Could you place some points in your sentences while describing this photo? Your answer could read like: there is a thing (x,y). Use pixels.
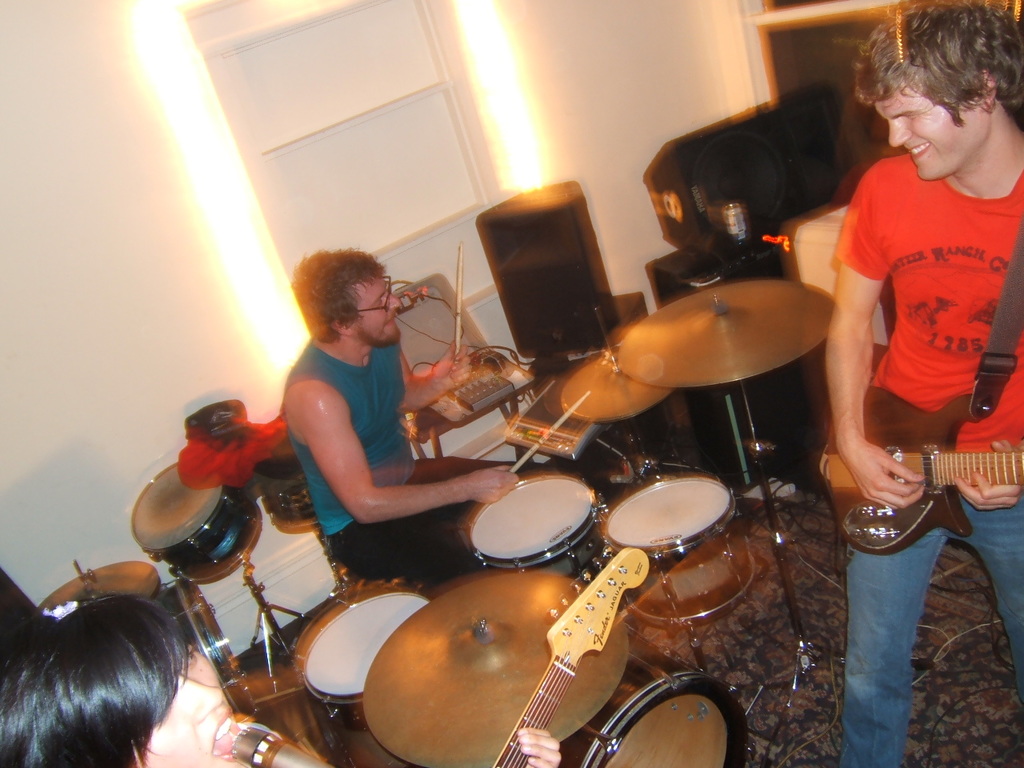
In the image we can see the three persons (834,412). In the center (398,432) we can see one man (391,416) sitting and he is holding stick (460,333). Coming to the right side (920,202) we can see one man (924,255), he is smiling and he is holding guitar (893,428). Coming to the left side (104,730) we can see one person (190,734) he is singing. In front of him we can see the microphone (271,743). And they were surrounded by musical instruments (575,475). Coming to the background (457,132) we can see the wall (586,132) and door (472,212).
